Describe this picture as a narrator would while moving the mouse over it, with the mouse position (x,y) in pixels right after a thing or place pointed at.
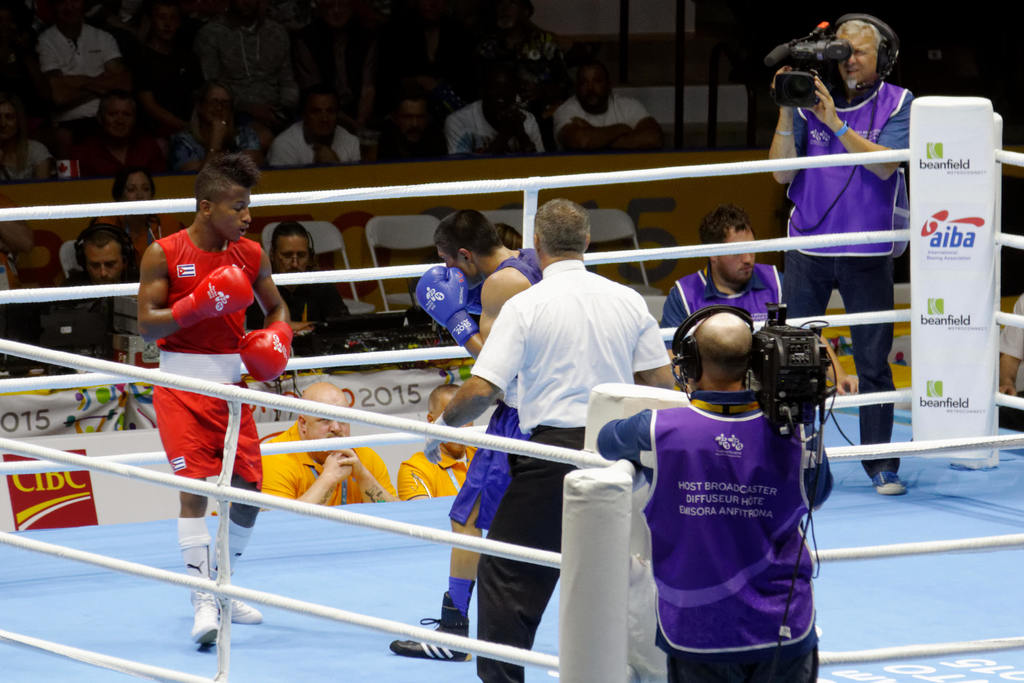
In this image, in the foreground (763,441) there is a man (756,453), he is holding a camera (774,382). In the middle (444,302) there are two men (428,295), they are boxing and there is a boxing ring (373,274) and a man (569,344), he wears a shirt (569,361), trouser (511,618). On the right (894,204) there is a man (837,212), he is holding a camera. In the middle (417,389) there are many people (281,236), posters (330,380), chairs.
